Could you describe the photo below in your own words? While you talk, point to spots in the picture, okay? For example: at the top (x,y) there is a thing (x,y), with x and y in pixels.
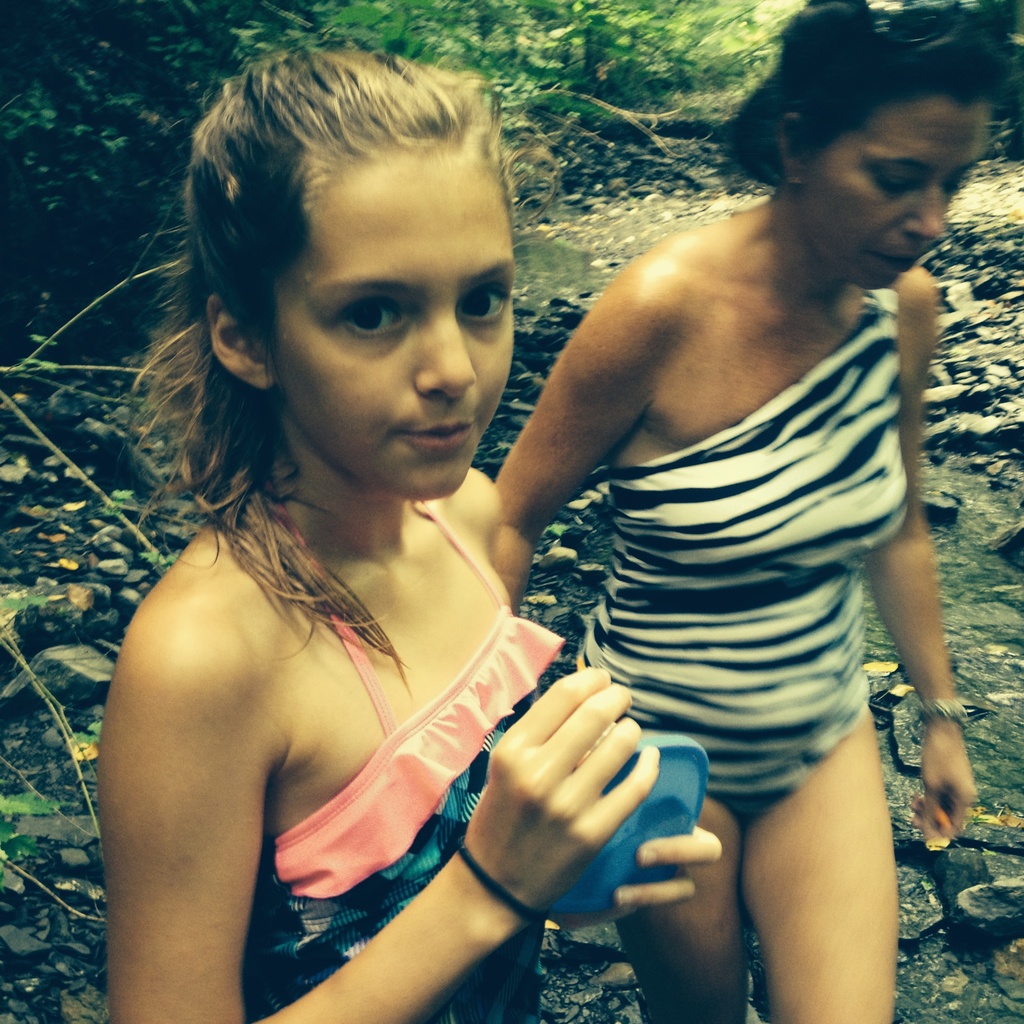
In this image we can see two persons (600,669). In the background (27,646) we can see stones (966,308), water (1015,723), and trees (499,6).
